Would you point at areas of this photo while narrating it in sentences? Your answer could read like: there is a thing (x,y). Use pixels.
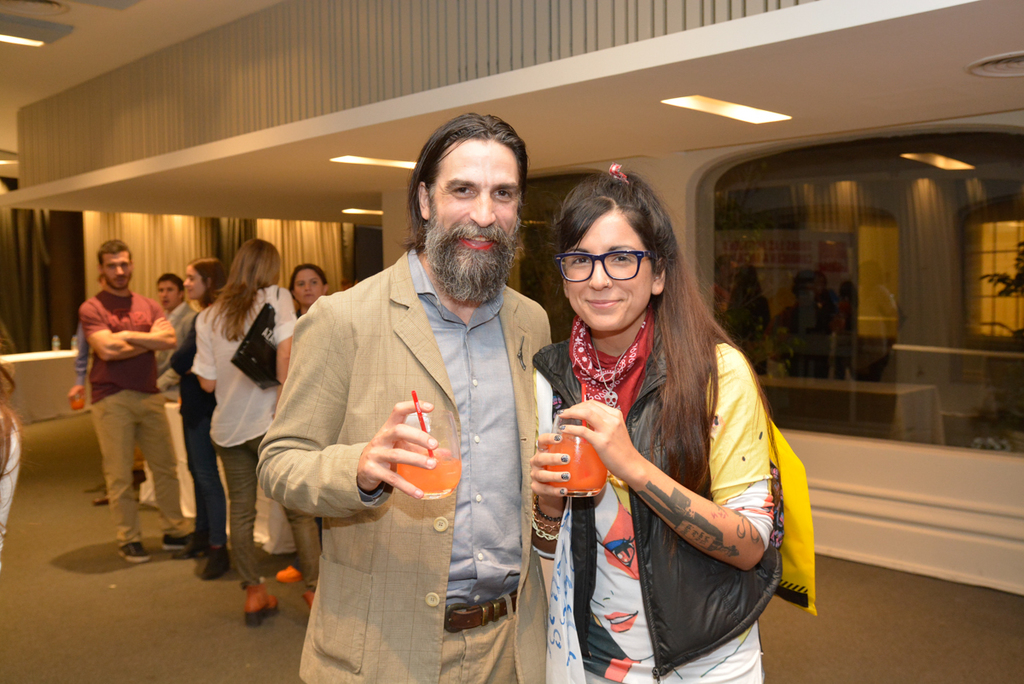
In this picture we can observe a couple (478,454) holding juice glasses (448,460) in their hands (403,444). One of them is a man (355,425) wearing cream color coat (372,374) and the other is a woman (648,509) wearing black color jacket (570,390) and spectacles (619,272). Both of them are smiling. In the background (231,363) there are some people (119,361) standing. We can observe cream and black color curtains (144,236) here.
